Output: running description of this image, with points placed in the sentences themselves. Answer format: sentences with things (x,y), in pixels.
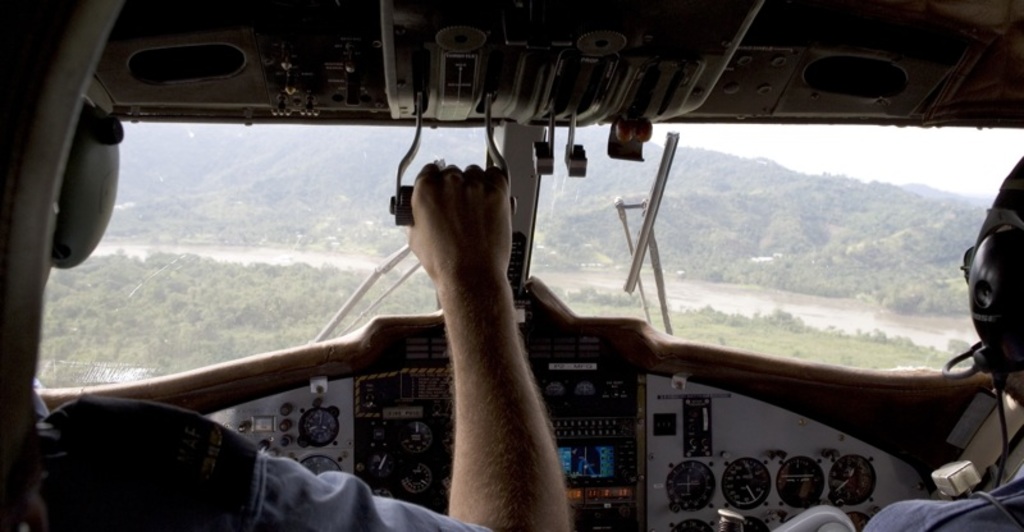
In this picture I can see there are two pilots (477,409) and this person (418,241) is holding object (410,198) and in the backdrop (178,298) there are some trees (307,302), mountains (673,194) and the sky (803,171) is clear.
